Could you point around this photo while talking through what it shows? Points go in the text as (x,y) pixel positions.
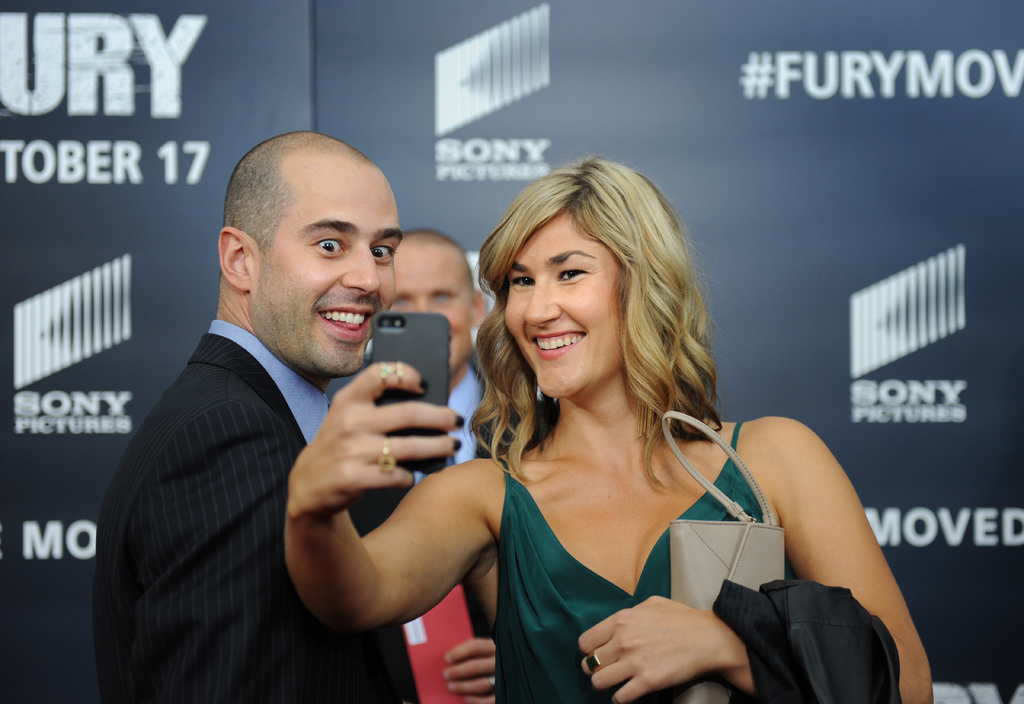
In the center of the image (497,453) we can see a lady (574,652) standing and holding a mobile (417,464) and a wallet (678,570) in her hand (675,653), next to her there are two people (385,285). In the background (826,195) we can see a board (497,81).
